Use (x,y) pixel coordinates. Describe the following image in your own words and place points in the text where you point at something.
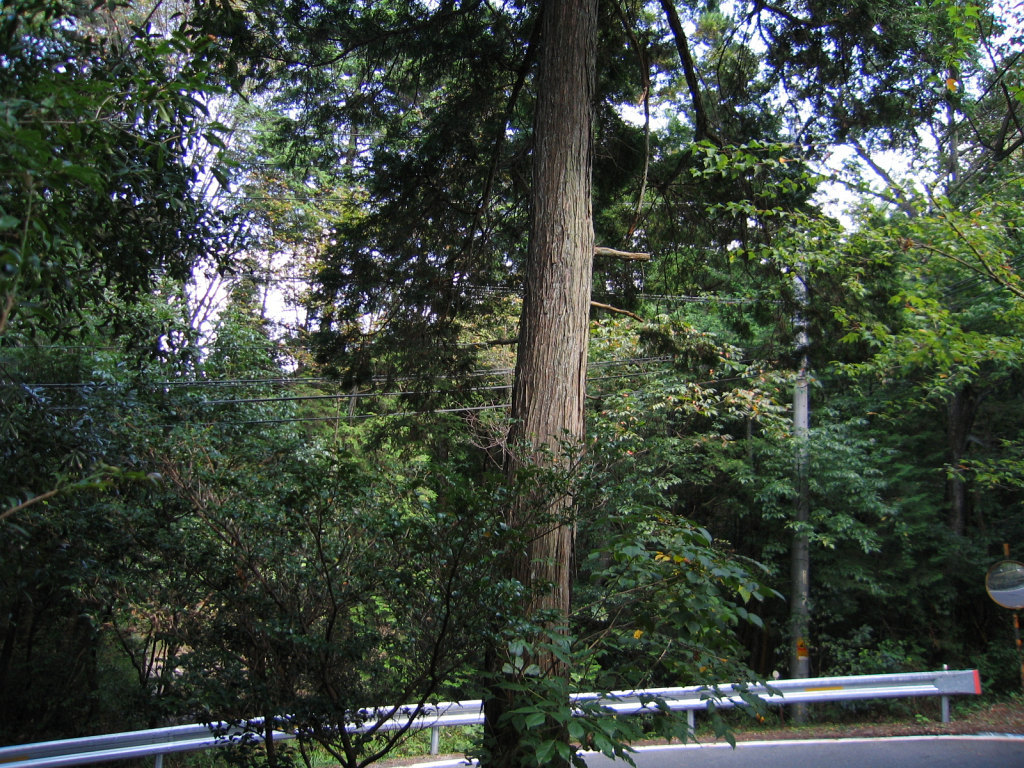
In this image we can see the bark (574,384) of a tree (559,206), some metal poles (573,712), a signboard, a group of trees (424,609), wires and the sky (284,309) which looks cloudy.
